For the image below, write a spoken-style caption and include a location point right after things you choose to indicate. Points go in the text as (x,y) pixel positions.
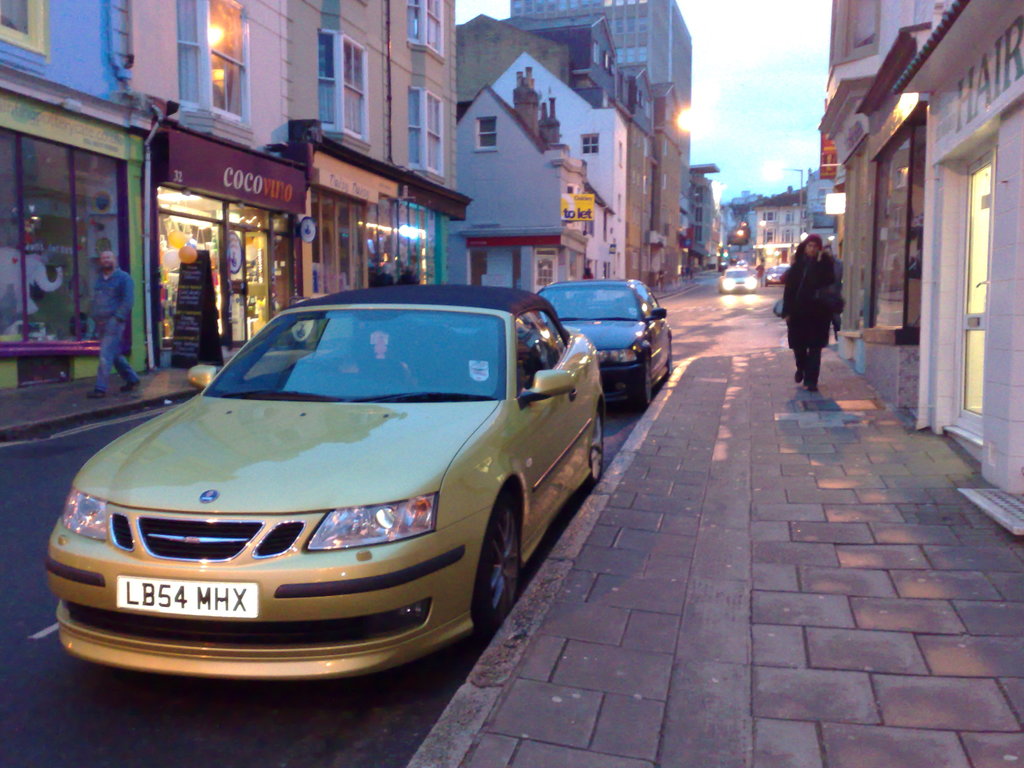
In this image we can see group of vehicles (293,500) parked on the road (480,650). To the right side of the image (816,278) we can see a group of people (808,316) walking on the path (798,447). In the background (49,351), we can see a group of buildings (412,149), lights (194,200) and the sky (757,121).
